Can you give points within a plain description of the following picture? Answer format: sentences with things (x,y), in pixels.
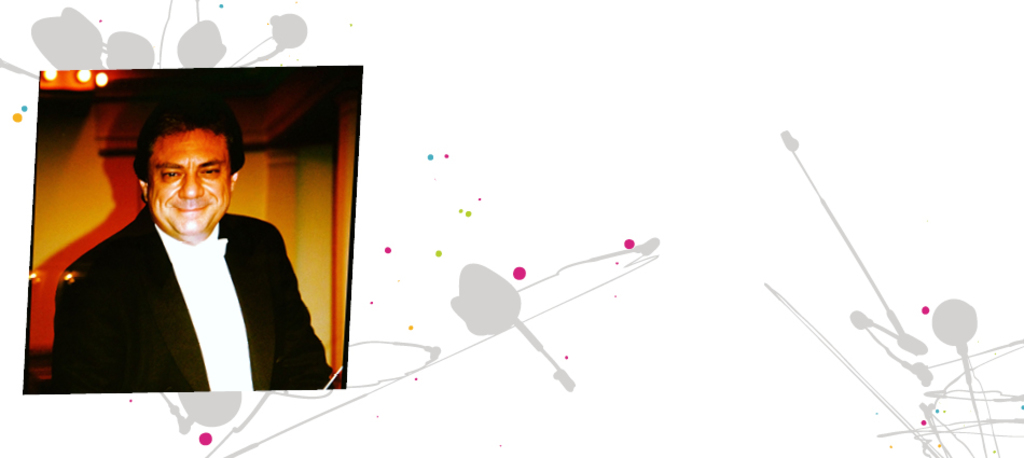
This image consists of a photograph of a person (207,318). He is wearing a black suit (256,305) and white shirt (228,345). This image looks like it is edited.
